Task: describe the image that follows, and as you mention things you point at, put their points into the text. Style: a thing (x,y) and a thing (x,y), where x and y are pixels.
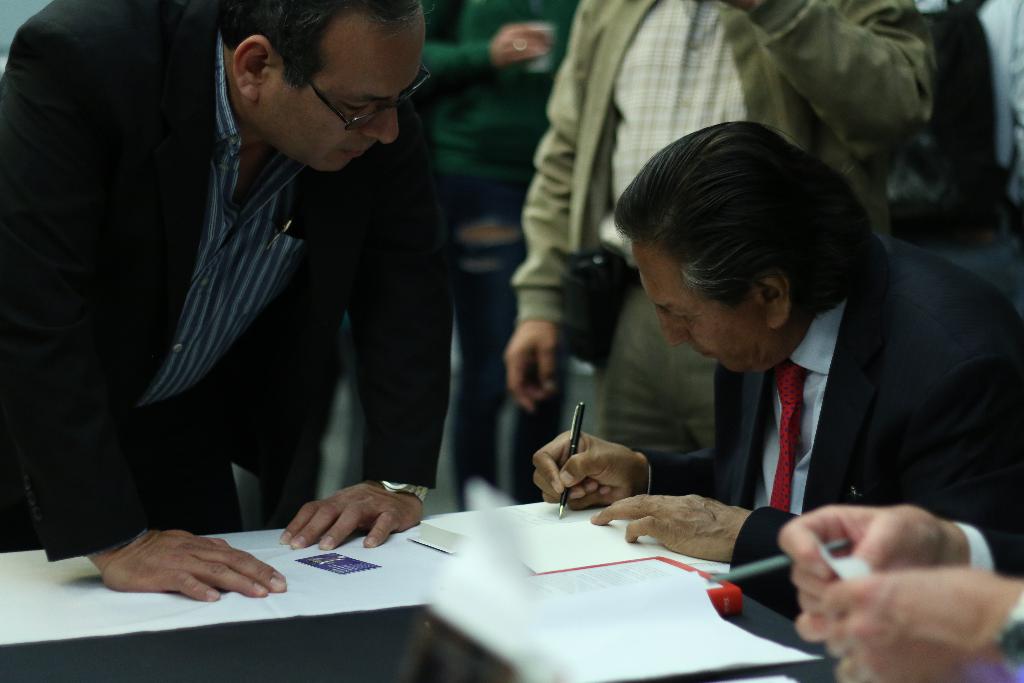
In this image I can see, on the right side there is an old man (773,536) writing something on the book (664,625), and others (296,366) are standing at the back (636,274).
